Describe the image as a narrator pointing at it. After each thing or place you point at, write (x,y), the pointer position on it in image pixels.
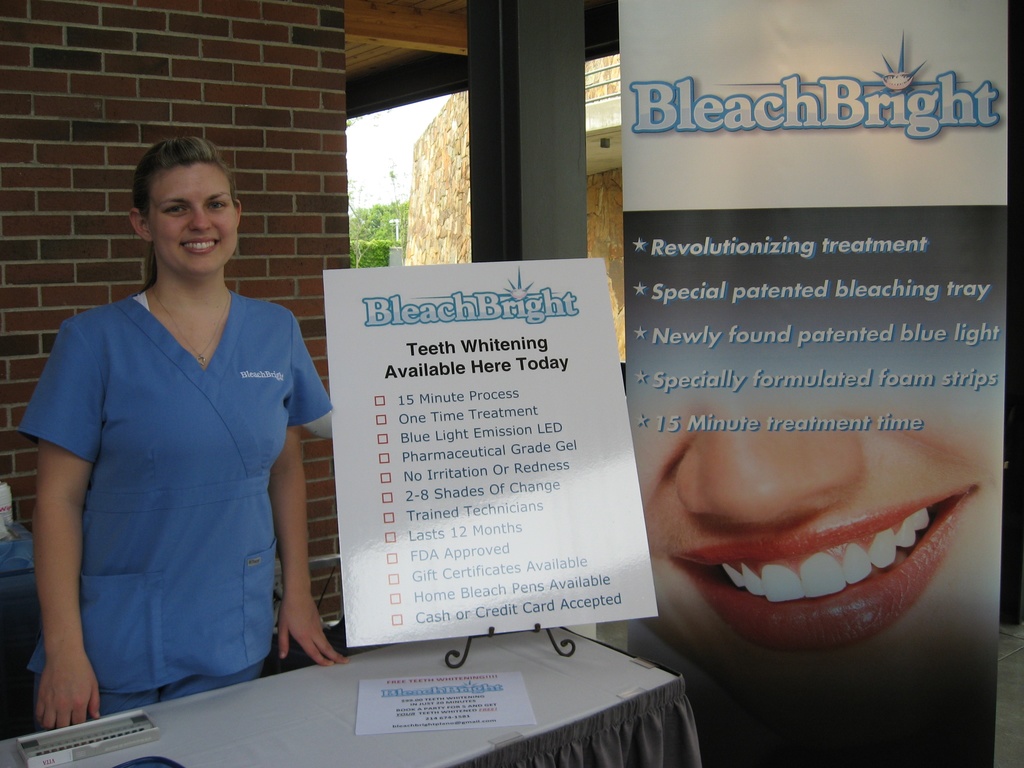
In this image on the left side (160,340) there is one woman (245,385) who is standing, and there is a table (558,702). On the table (413,733) there are some papers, and a board (606,334) and on the right side (764,385) there is another board (749,413). On the board (693,362) there is text (700,330), and in the background (556,97) there is a pillar (529,49), buildings (437,221), trees (407,208) and sky (397,116).
